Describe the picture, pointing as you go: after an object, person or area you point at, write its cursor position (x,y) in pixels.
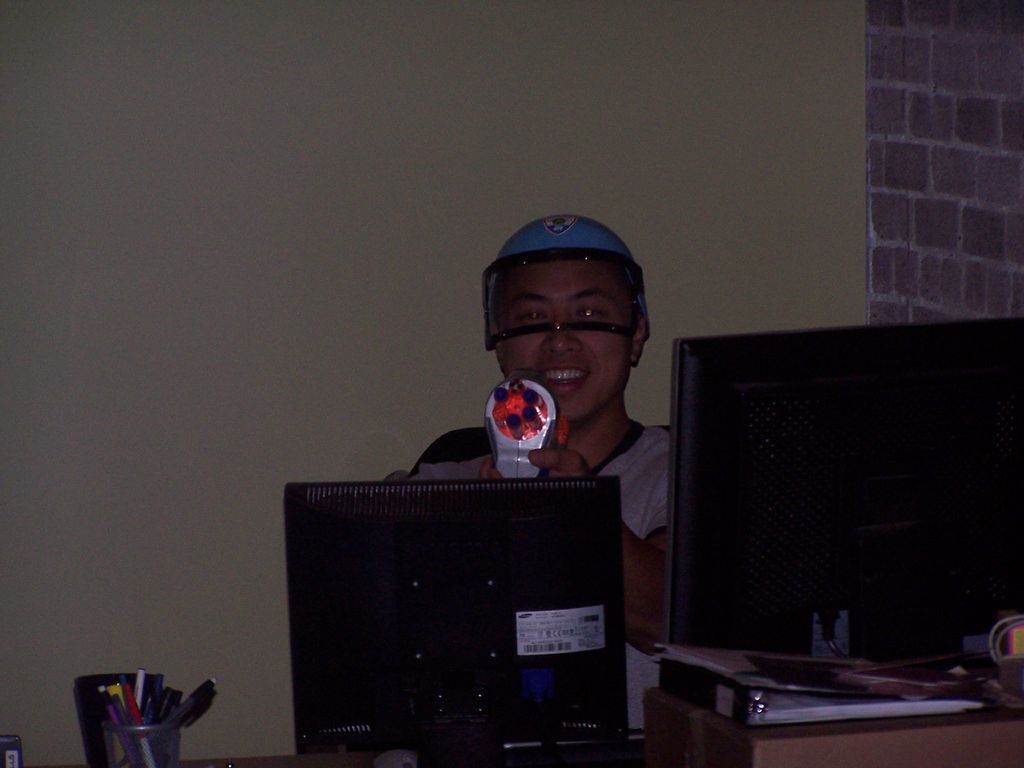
In this image we can see a person (629,548) holding an object (525,433). In front of the person (471,476) we can see monitors (575,605) and few objects (874,696) on a table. In the bottom left (199,689) we can see a group of pens (182,708) in a box (109,750). Behind the person (642,325) we can see a wall (423,229).
